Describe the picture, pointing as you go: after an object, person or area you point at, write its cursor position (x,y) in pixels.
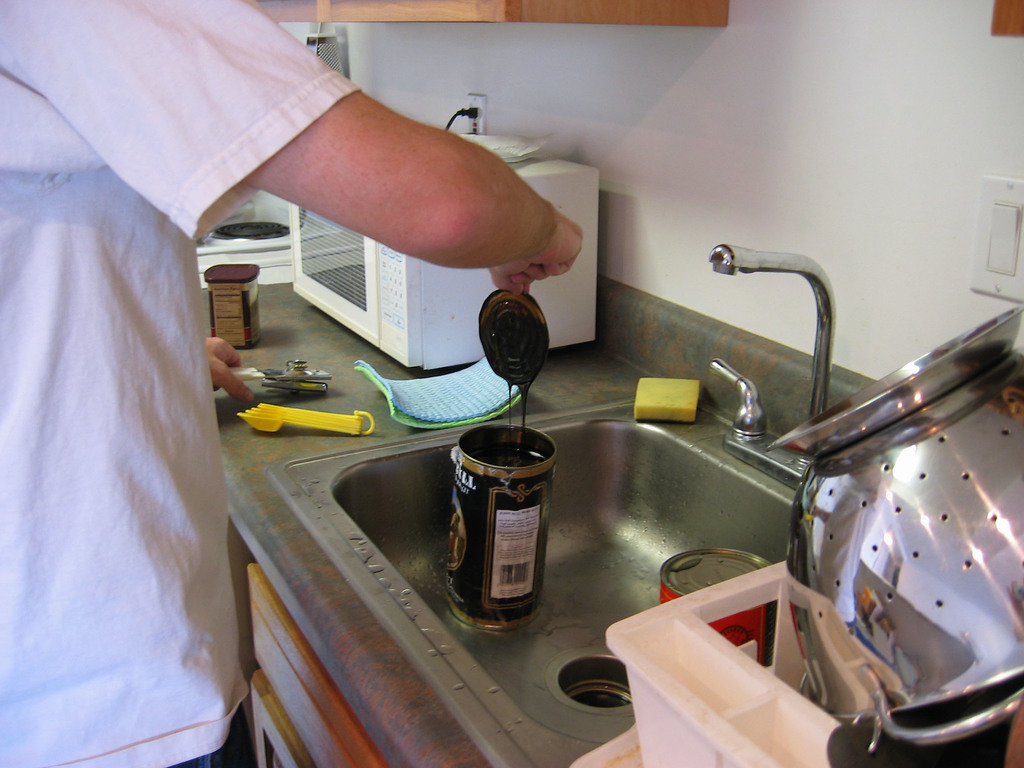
In this image we can see a person (416,229) holding the bottle cap (546,341), there are two bottles (535,552) in the wash basin (695,437) and there are some other objects (694,417).
